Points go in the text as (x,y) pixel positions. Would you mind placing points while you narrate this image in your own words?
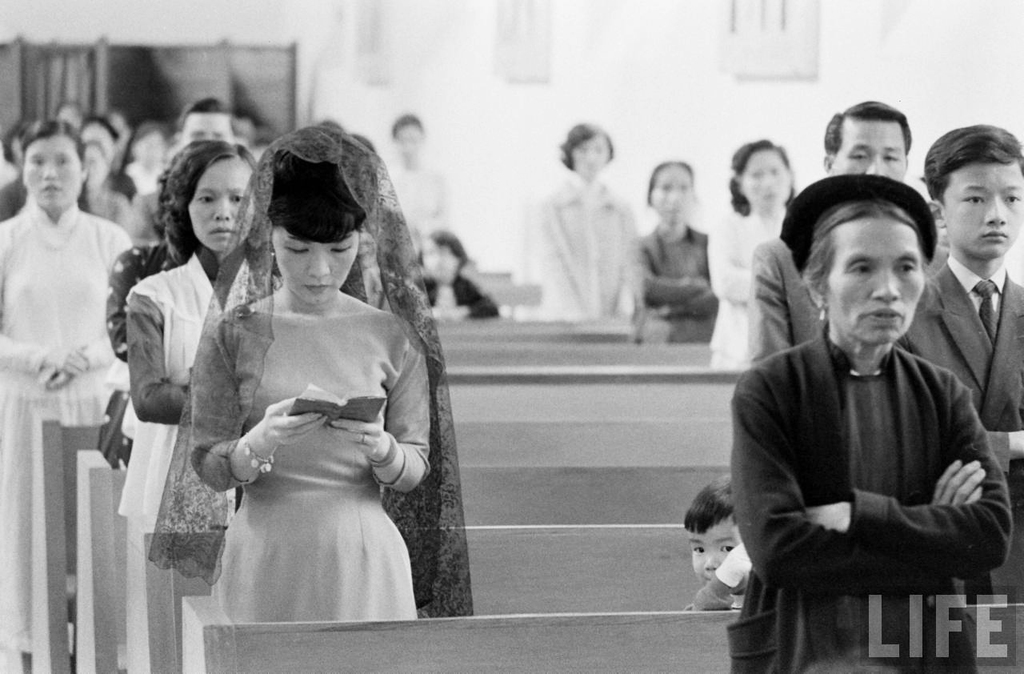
This is a black and white picture. The woman (862,656) on the right side (837,325) is standing. Behind her, we see a boy (735,602) is standing and we see the benches (560,552). On the right side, we see the people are standing. In front of the picture, we see a woman (347,492) is standing. She is wearing a veil (355,290) and she is holding a book (375,416) in her hands (370,443). Behind her, we see the benches (552,432) and the people (458,304) are standing. In the background (91,52), we see the curtains (215,78) and a wall (401,63) in white color. This picture might be clicked in the church (636,61).
